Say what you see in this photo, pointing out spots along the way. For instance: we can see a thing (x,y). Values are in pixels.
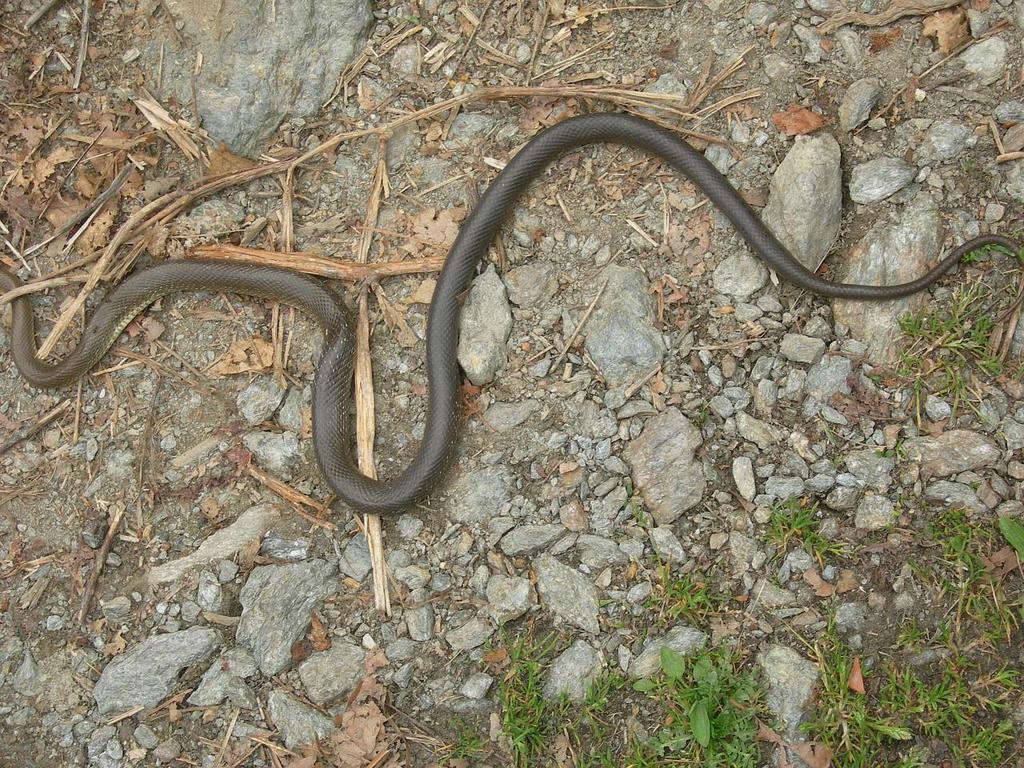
In this image I can see a snake (154,271) on the ground (743,270). It is in black color. I can see few wooden sticks (426,264), few stones (752,282) and grass (679,735).
